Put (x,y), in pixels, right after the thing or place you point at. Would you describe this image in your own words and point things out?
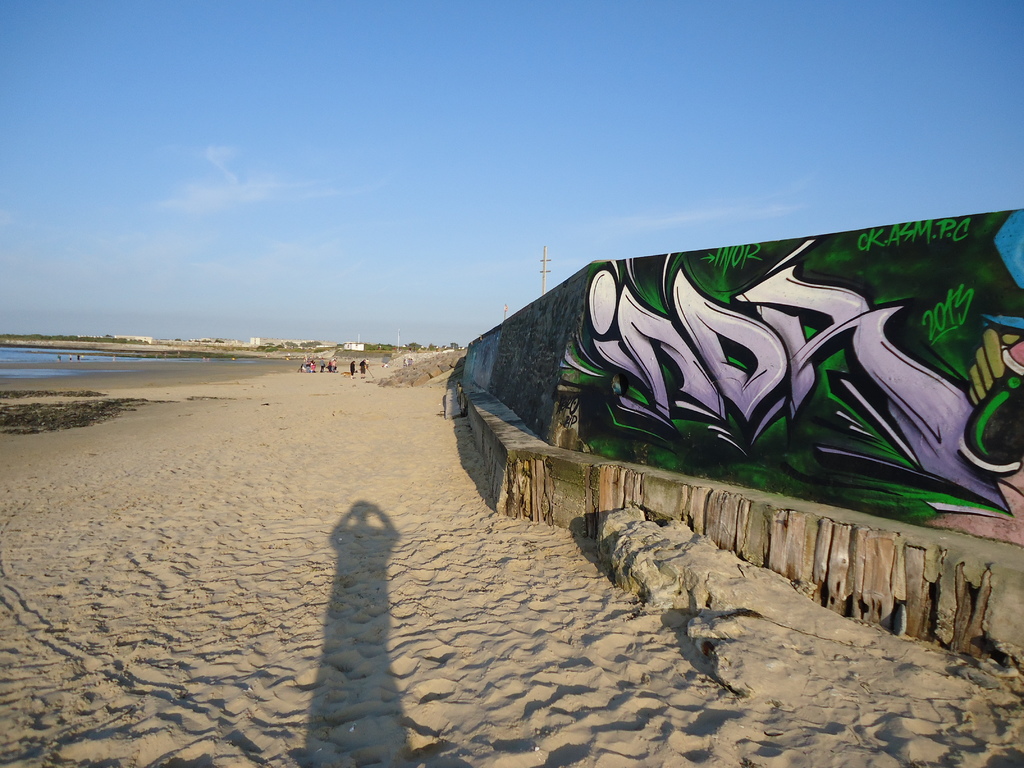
This image is clicked near the beach (63,368). At the bottom (429,630), there is sand (426,727). On the right (788,488), there is a wall (771,486) on which there is a painting (607,419). On the left (50,369), we can see a water (76,356). At the top (328,162), there is sky (460,172).
